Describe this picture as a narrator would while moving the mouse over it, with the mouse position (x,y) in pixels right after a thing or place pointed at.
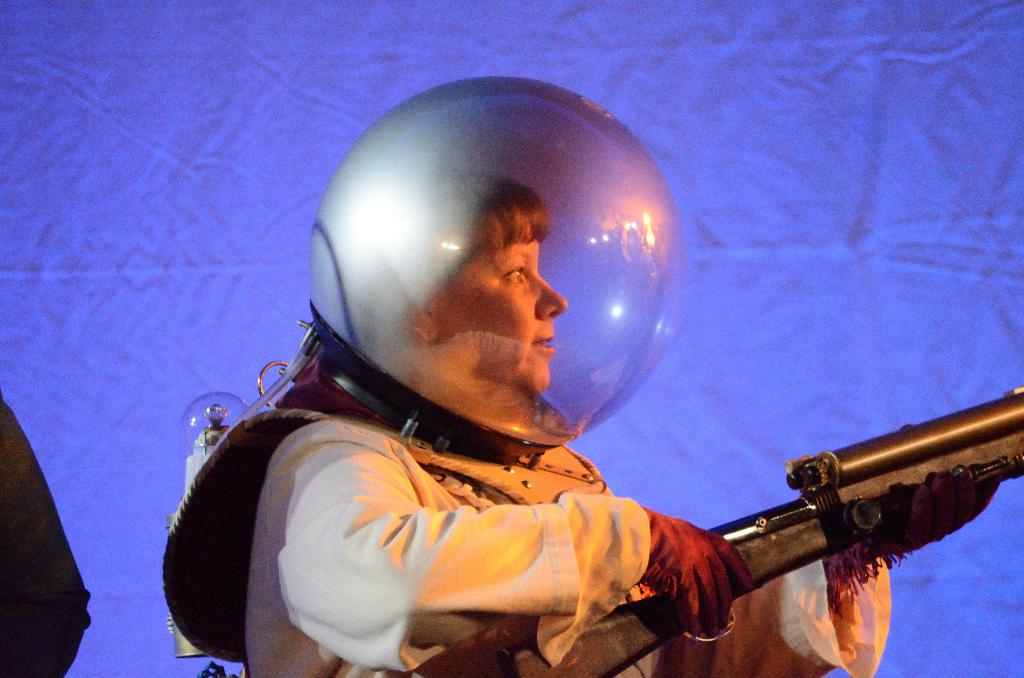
In the image we can see a person (473,511) wearing clothes (444,551), gloves (682,570) and this person (689,550) is holding a gun (819,513) in hand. This is a glass helmet (458,368).
